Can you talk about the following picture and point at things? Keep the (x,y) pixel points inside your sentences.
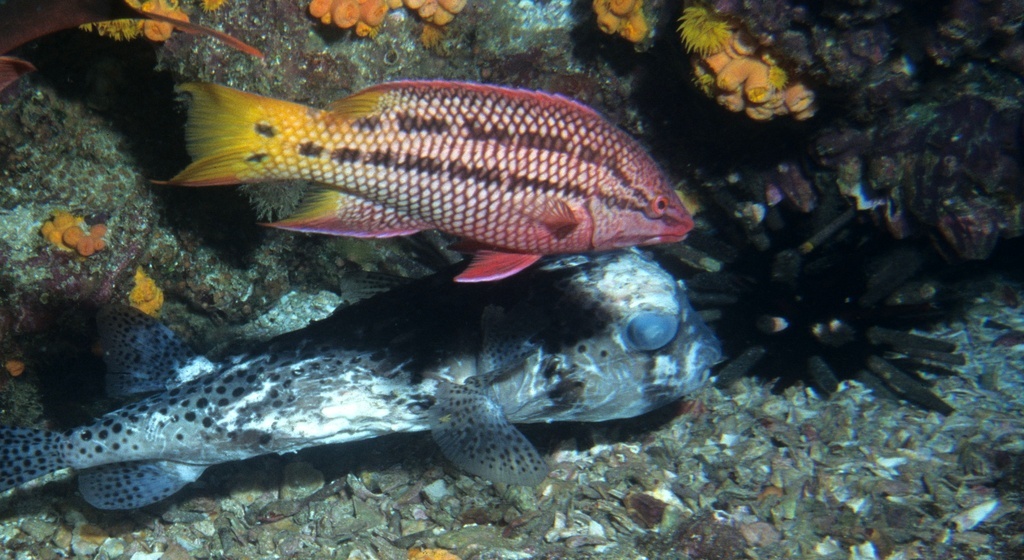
There are two fishes (539,194) in the water (656,123). Also there are corals (138,231).
